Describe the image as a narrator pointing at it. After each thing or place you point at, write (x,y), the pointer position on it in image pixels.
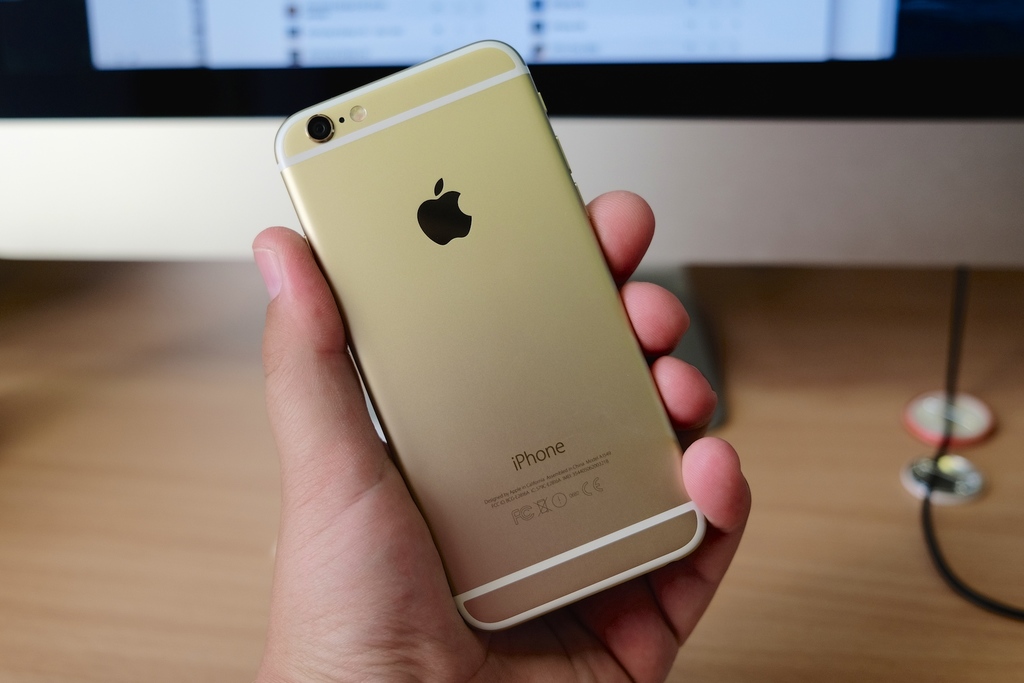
In this picture I can see the person's hand (422,562) who is holding a phone (447,345). In the back (744,124) I can see the computer screen (744,99) on the table (836,429). On the right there is a cable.
